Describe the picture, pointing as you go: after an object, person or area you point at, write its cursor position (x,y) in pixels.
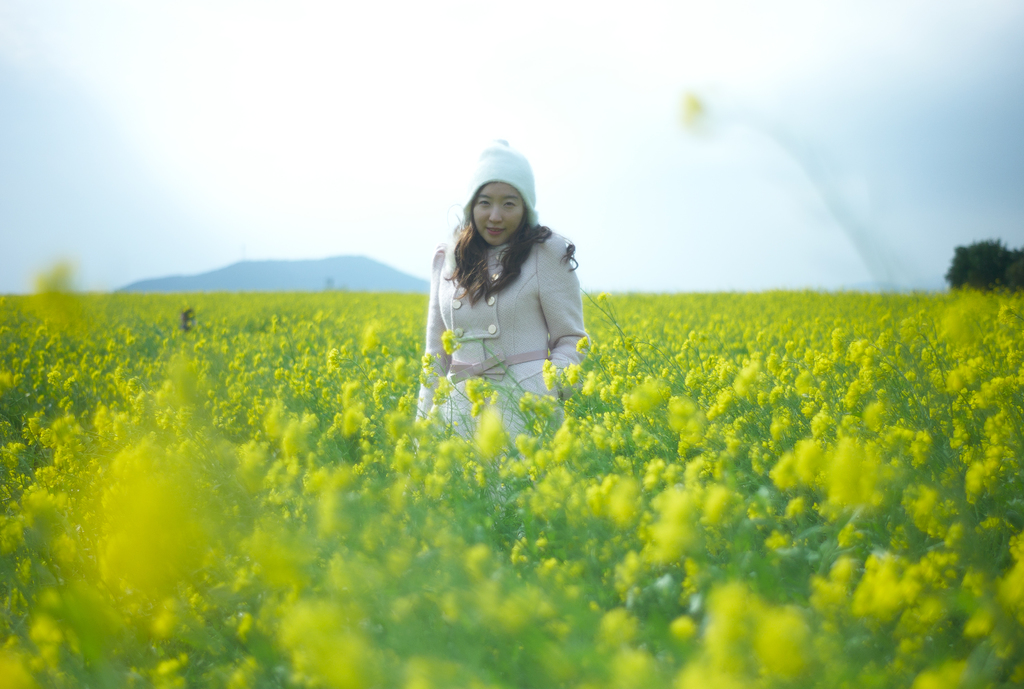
In the picture there is a woman (541,271) standing in between a beautiful flower garden (322,397), in the background (326,259) there is a mountain (373,266) and on the right side (981,262) there are some trees (975,249).
